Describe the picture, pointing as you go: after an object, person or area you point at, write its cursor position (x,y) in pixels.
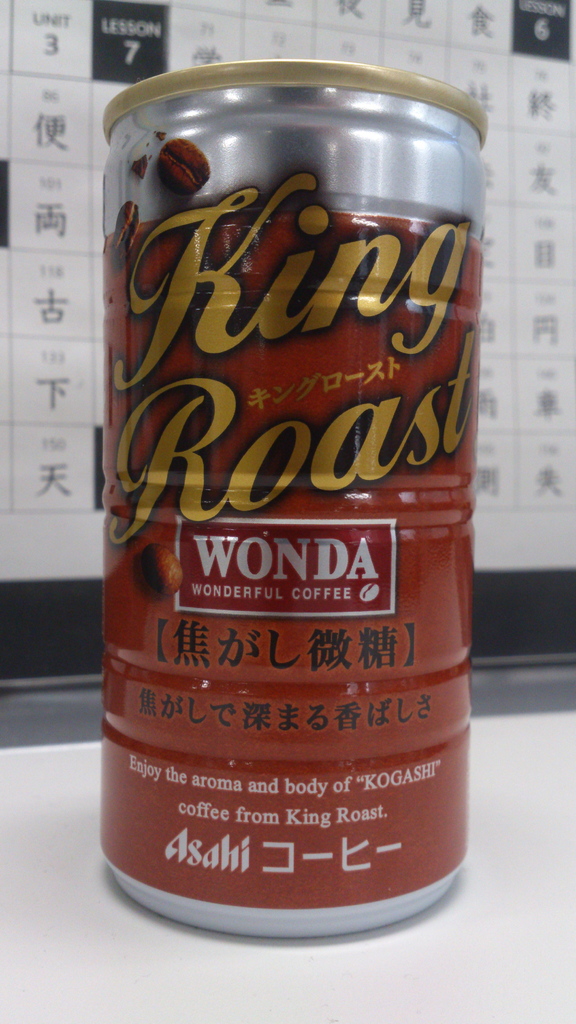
In this picture we can observe a tin (154,621) which is in red and silver color placed on the table (496,741). In the background (495,114) there is a white color board (79,203).
